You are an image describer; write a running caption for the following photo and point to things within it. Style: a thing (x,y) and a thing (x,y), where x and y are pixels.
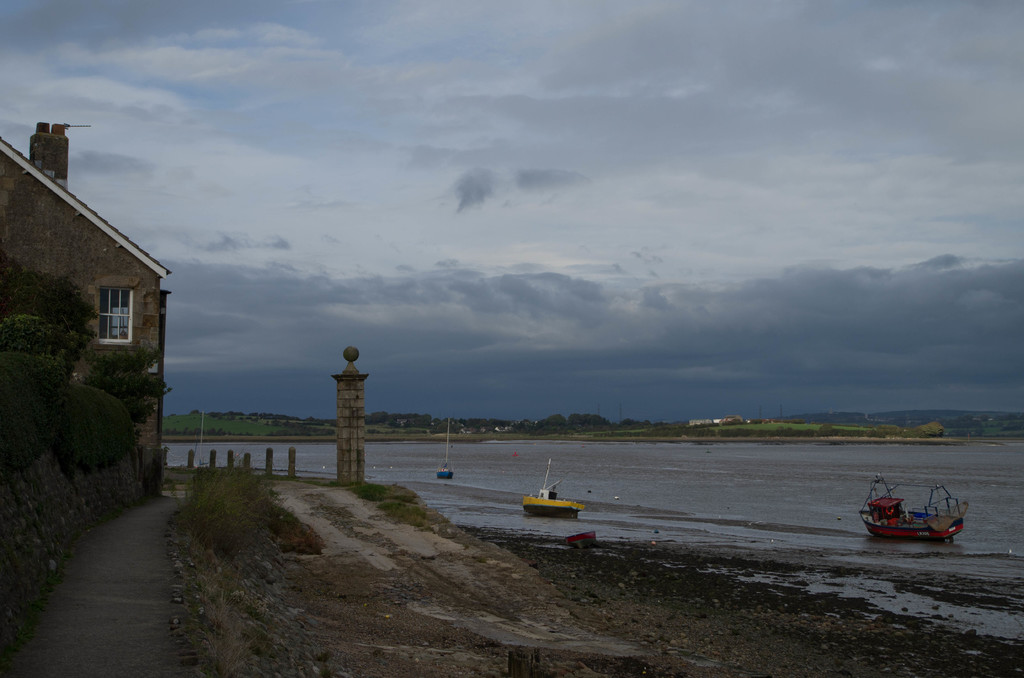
In this image we can see buildings (88,349), trees (107,417), ships (535,505) on the water (685,464), tower (360,428) and sky (532,186) with clouds (468,233).
